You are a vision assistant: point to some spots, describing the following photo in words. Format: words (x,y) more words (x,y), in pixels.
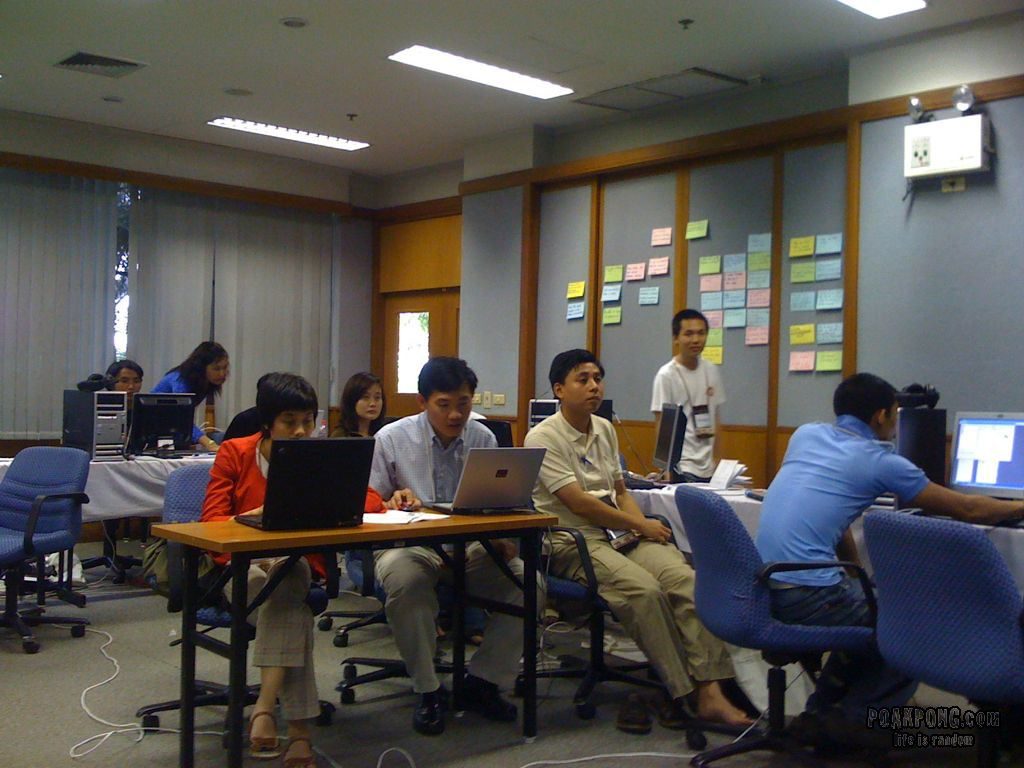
In this picture there is a man (136,371) sitting over he has a monitor (189,434) in front of him, there is a central processing unit (107,432) kept on the table (153,459) here and there is a woman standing beside him and this row there are two people (443,459) sitting there operating the laptop (292,463) and there are some papers (401,512) over here and on the right (867,424) this person (854,516) sitting on the chair (866,624), he is also operating a computer (950,474) and in the backdrop (689,321) there is a person (700,340) standing, there is a wall (792,378) over here with some papers (762,299) posted on it.
